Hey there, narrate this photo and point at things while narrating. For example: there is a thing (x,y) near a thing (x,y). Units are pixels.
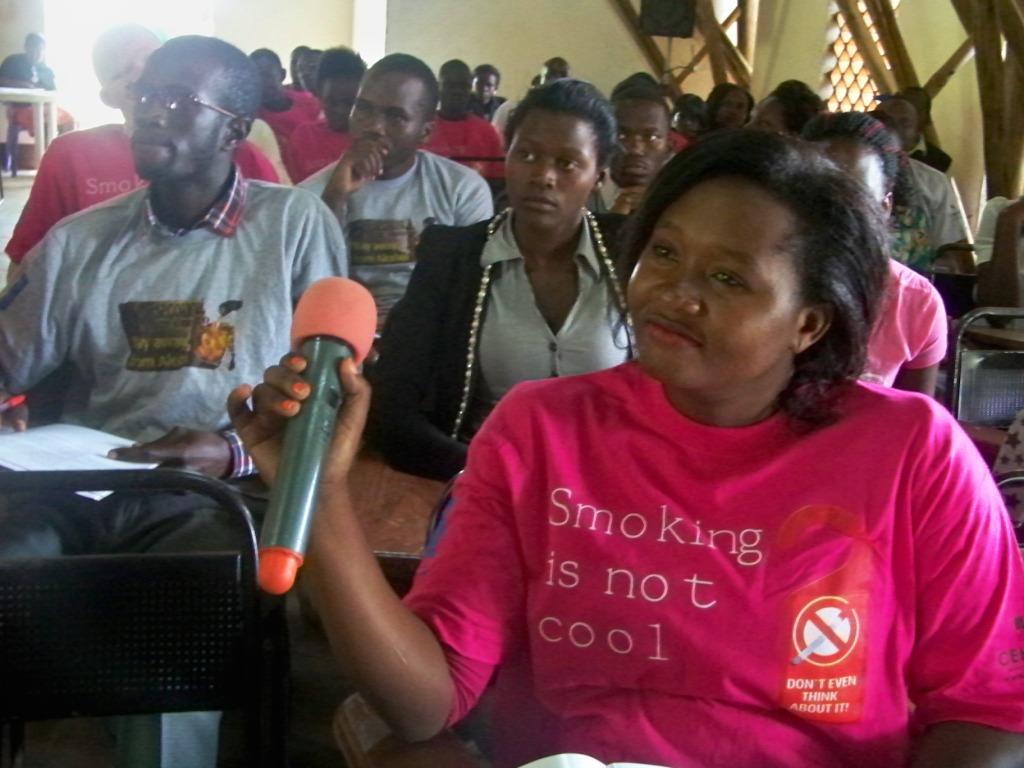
In this image, we can see persons (524,194) wearing clothes (442,427). There is a person (693,549) in the bottom right of the image (867,669) holding a mic (300,489) with her hand (328,502). There is a chair (251,631) in bottom left of the image (208,630).
